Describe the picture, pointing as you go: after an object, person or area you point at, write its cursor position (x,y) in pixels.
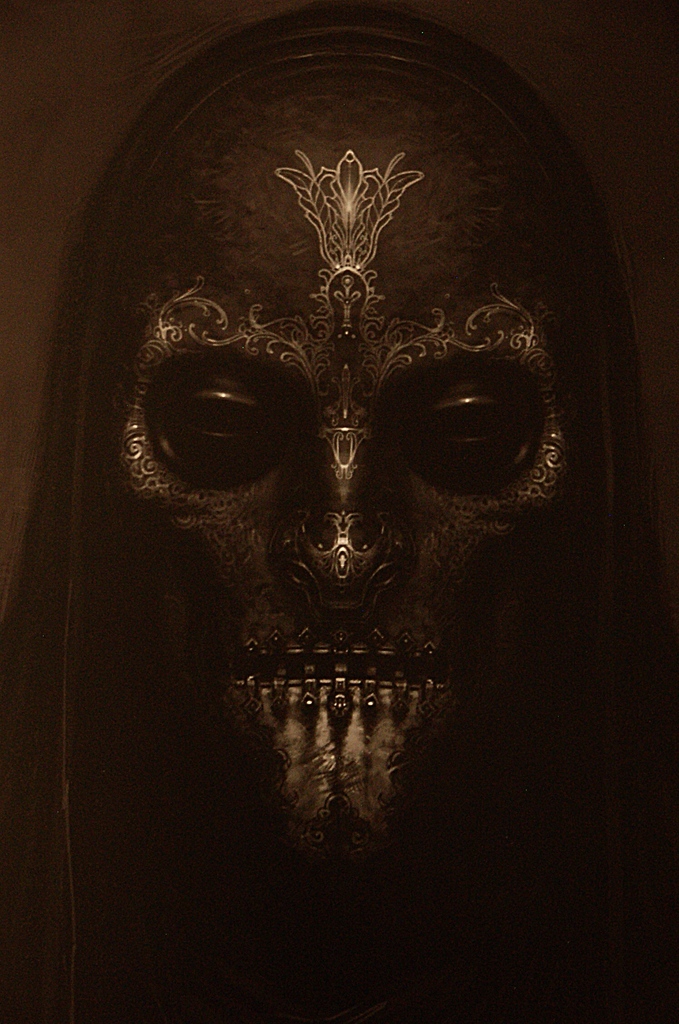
In this image there is a mask (322,553) with some design (357,203) on it.
